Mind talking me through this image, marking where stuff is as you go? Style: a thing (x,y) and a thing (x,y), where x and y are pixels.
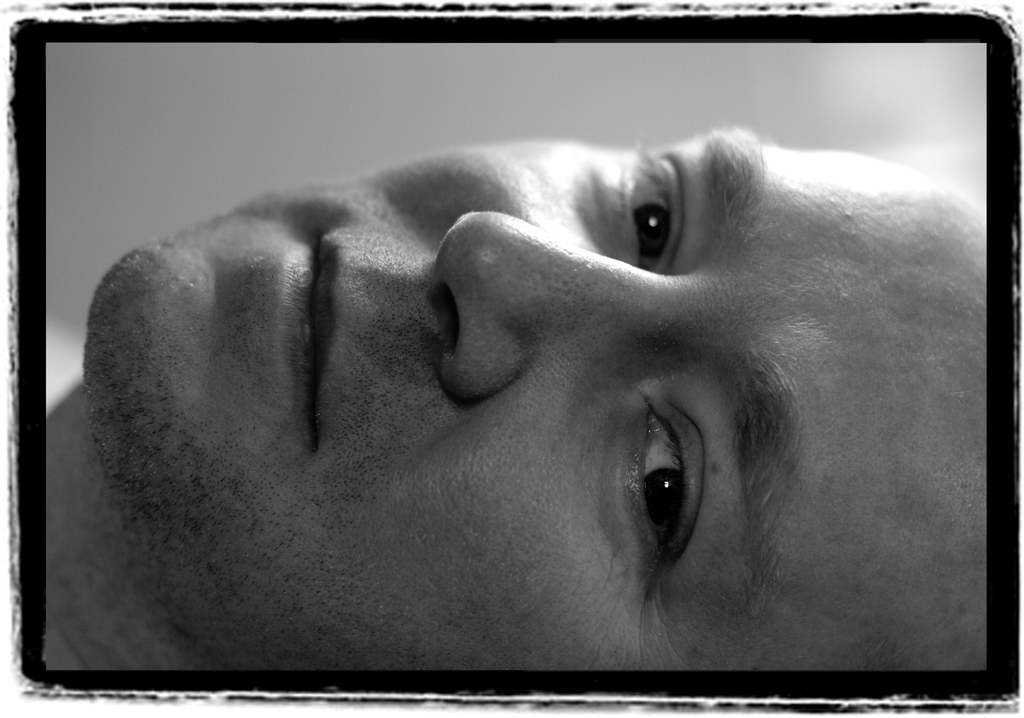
In this picture we can see a man's face (738,462), there is a blurry background (436,89), we can see black color border (69,36).
